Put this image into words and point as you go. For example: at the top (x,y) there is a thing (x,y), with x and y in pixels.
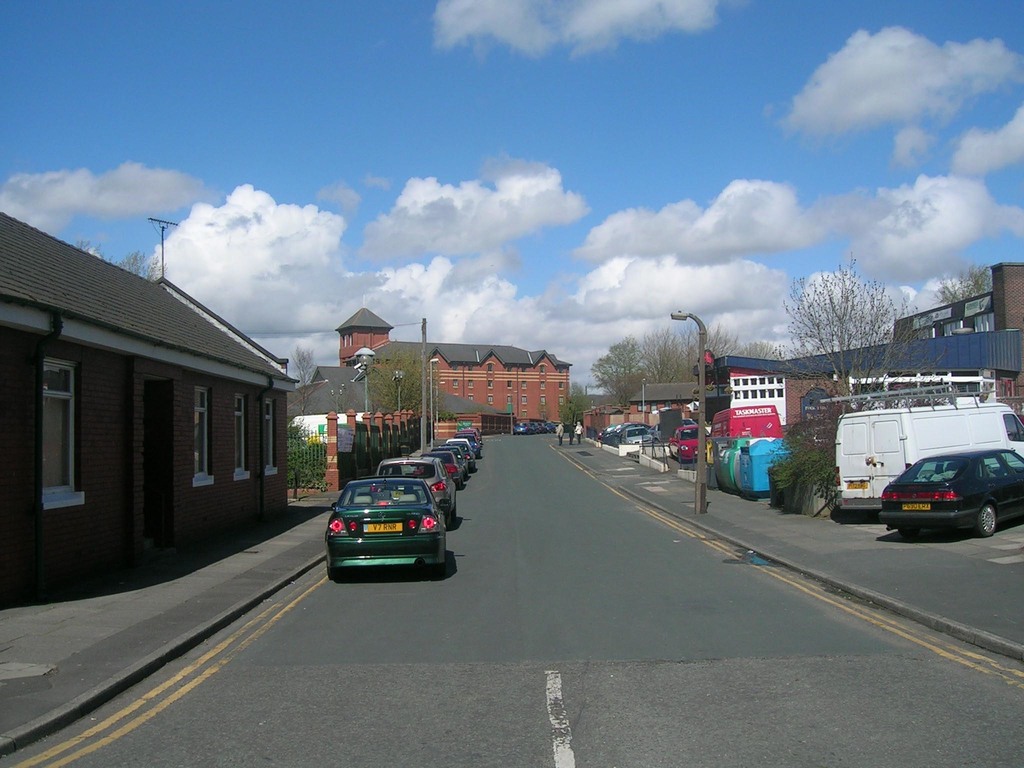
This image is taken outdoors. At the top of the image (181,153) there is a sky (531,122) with clouds (736,253). At the bottom of the image (434,729) there is a road (553,704). In the middle of the image (436,372) there are a few houses (492,372) and buildings (548,379) with walls (557,379), windows (990,317), doors (145,445) and roofs (152,287). There are a few poles (700,388) with street lights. There are a few trees (380,364). There is a fence (365,436) and a railing (349,447). Many cars (462,470) are parked on the road (548,435). Two people (574,428) are walking on the sidewalk (847,576) and there is a text (750,412) on it.
